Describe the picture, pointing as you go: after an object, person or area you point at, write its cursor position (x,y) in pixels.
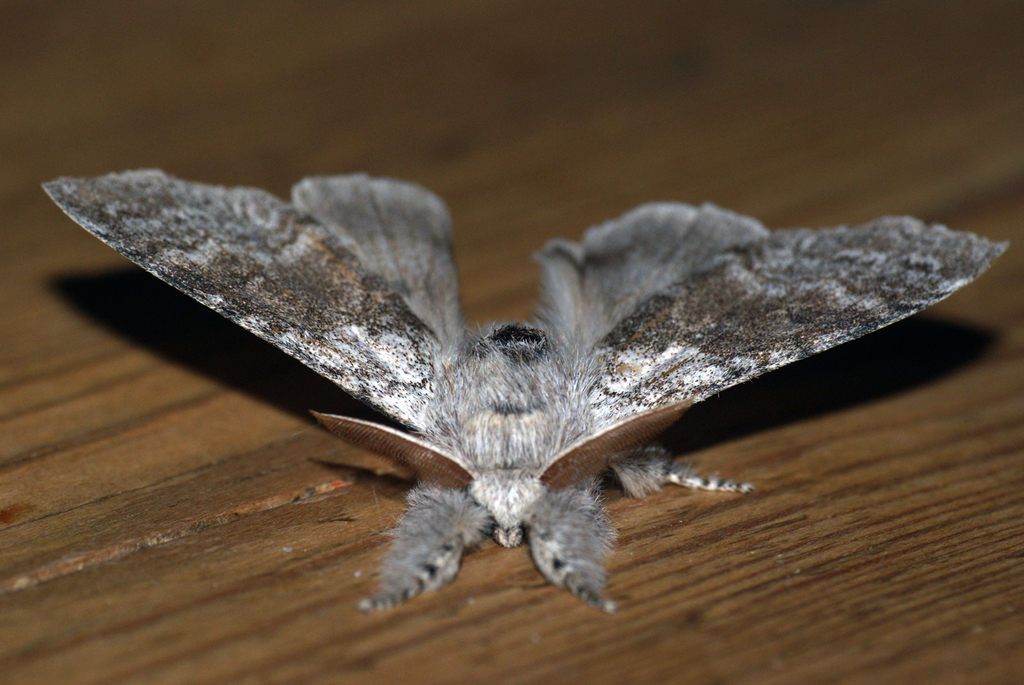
In this picture there is an insect (597,350) and it is in grey color. At the bottom (272,537) there is a wooden floor (720,571).
